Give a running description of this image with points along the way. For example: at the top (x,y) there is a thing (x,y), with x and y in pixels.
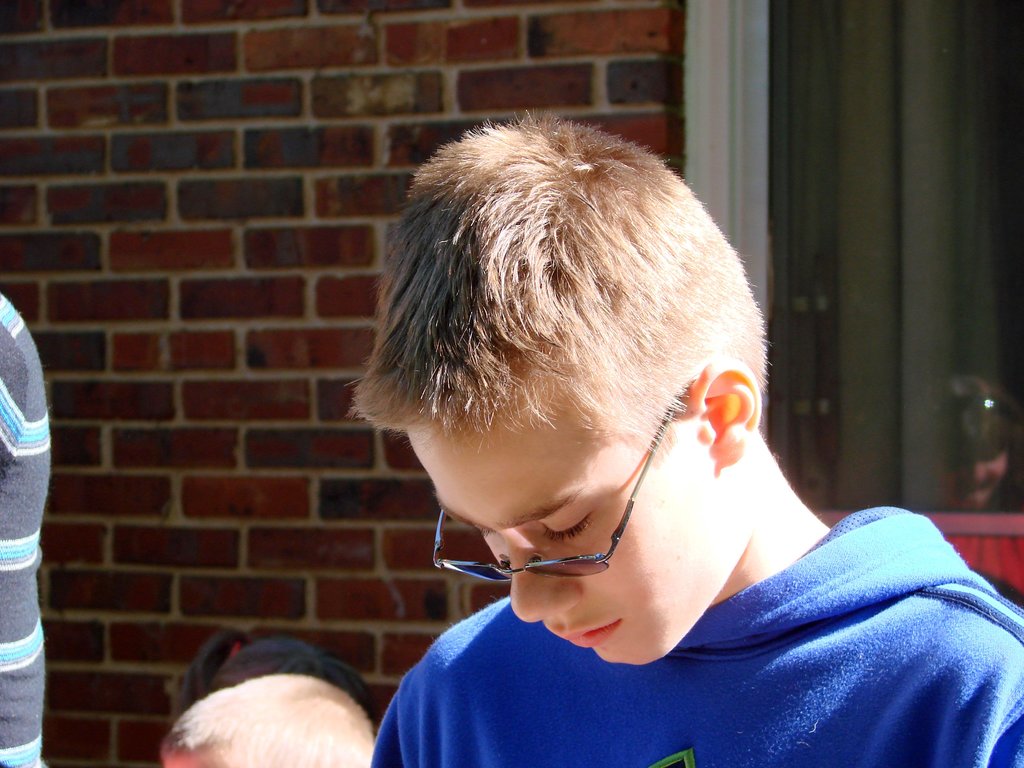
In this image we can see a boy (771,645). He is wearing a hoodie (748,711). In the background (328,280), we can see a wall (290,287) and a window (876,244). We can see two children (266,679) at the bottom of the image (258,711). On the left side of the image (16,446), we can see a person (22,491).
